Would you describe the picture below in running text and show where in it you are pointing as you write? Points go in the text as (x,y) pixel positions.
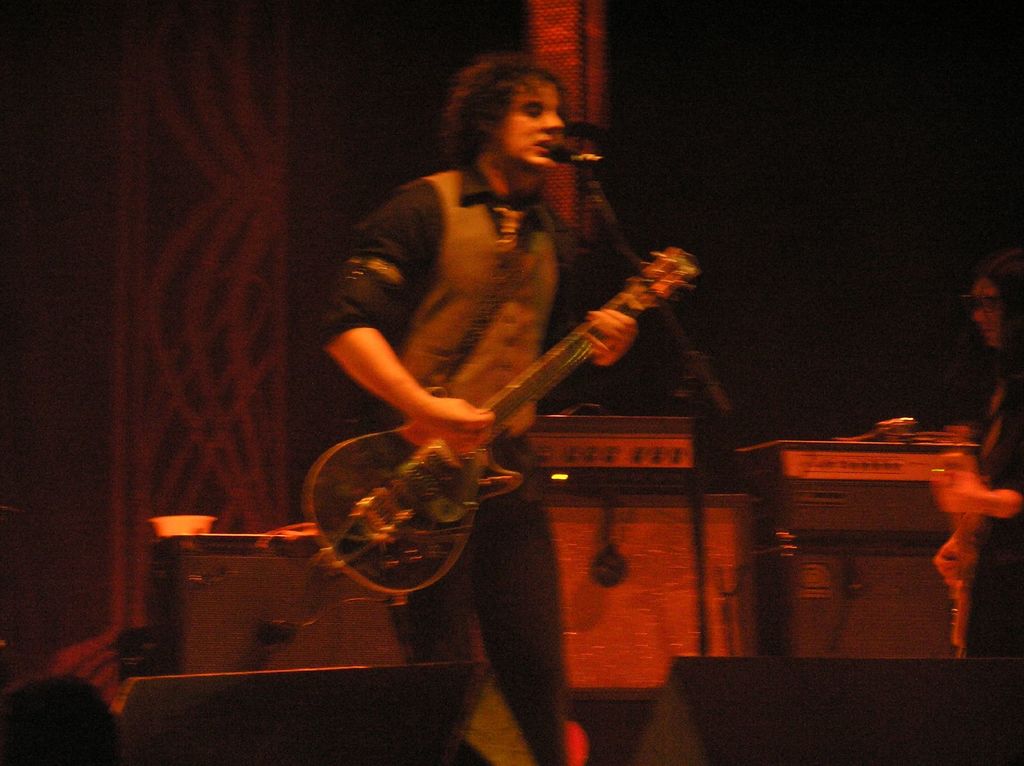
In this image a man (426,285) is playing guitar (386,455) in front of microphone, in the right side of the given image we can see a woman (982,301) and couple of musical instruments (910,492).
